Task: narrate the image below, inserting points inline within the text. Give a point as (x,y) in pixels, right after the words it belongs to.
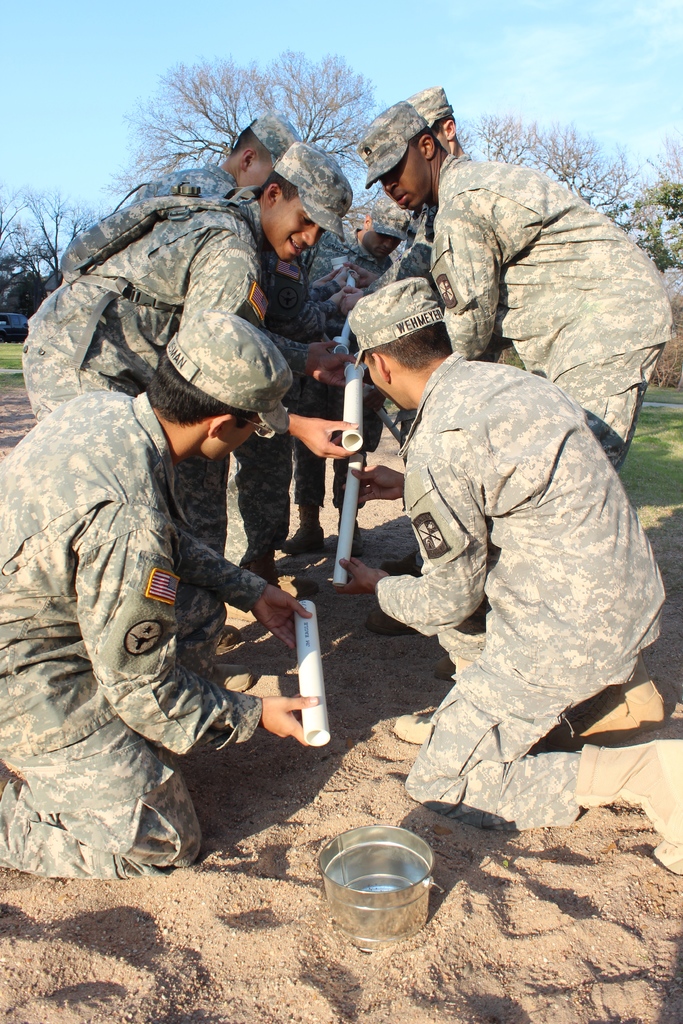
In this image we can see some group of persons (372,430) wearing army dress (469,639) holding some pipes (354,482) in their hands (384,471) and there is bucket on ground (296,919) and in the background of the image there are some trees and clear sky (44,55).
